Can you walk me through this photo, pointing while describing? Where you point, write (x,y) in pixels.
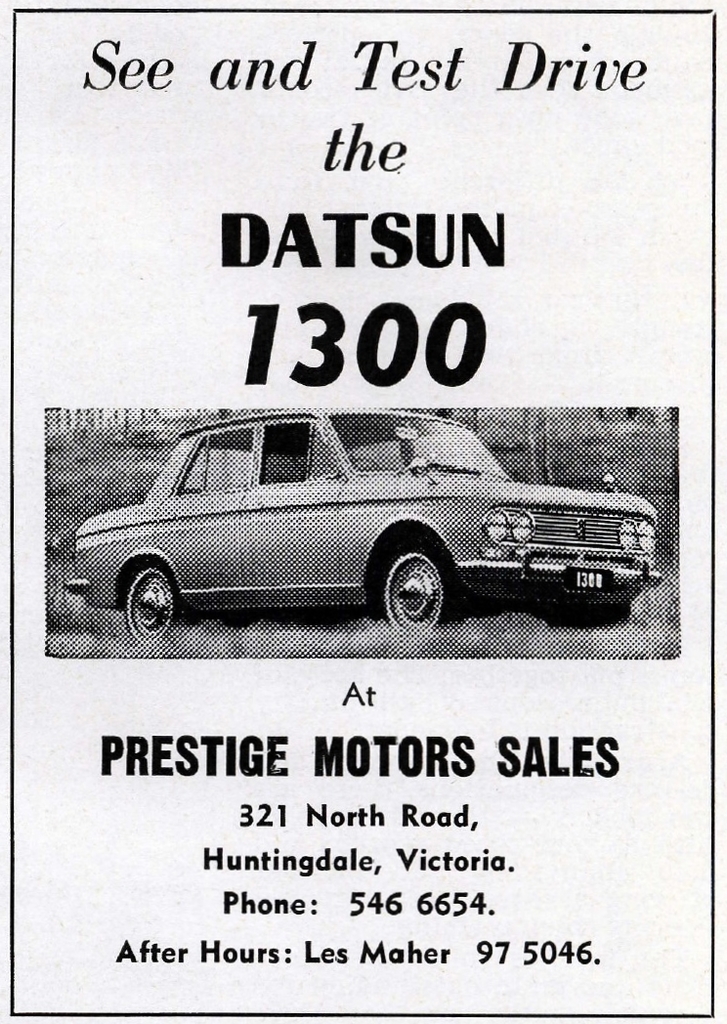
In this picture I can see a poster (274,592) with some text (313,245) and picture of a car (494,502).
